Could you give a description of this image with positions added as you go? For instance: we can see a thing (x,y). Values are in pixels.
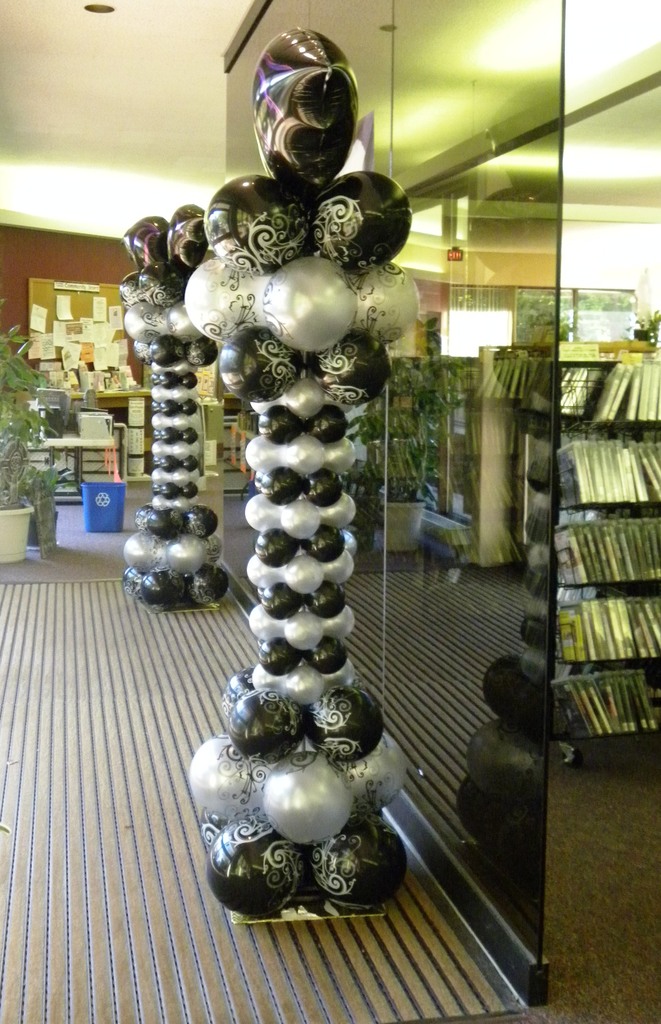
In this picture I can see the balloon columns (264,513) with stand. I can see glass wall (240,521). I can see the plant pot (17,521) on the left side (44,527). I can see a number of books (575,540) on the rack (585,513).
